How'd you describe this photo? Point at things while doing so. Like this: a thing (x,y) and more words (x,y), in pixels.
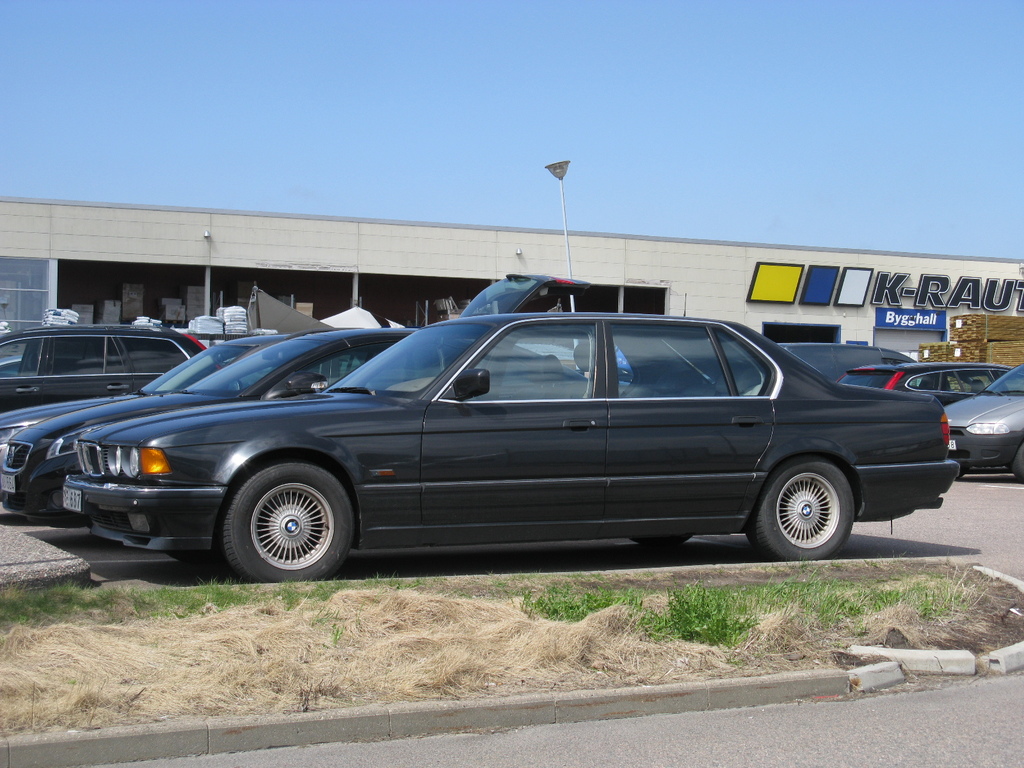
In this image, we can see few vehicles (474,528) are parked on the road (947,525). At the bottom (742,655), we can see grass (666,621) and plants (741,599). Background (709,283) we can see store (355,226), hoarding (779,294), poles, few objects (75,307). Top of the image (482,189), there is a sky (565,123).
